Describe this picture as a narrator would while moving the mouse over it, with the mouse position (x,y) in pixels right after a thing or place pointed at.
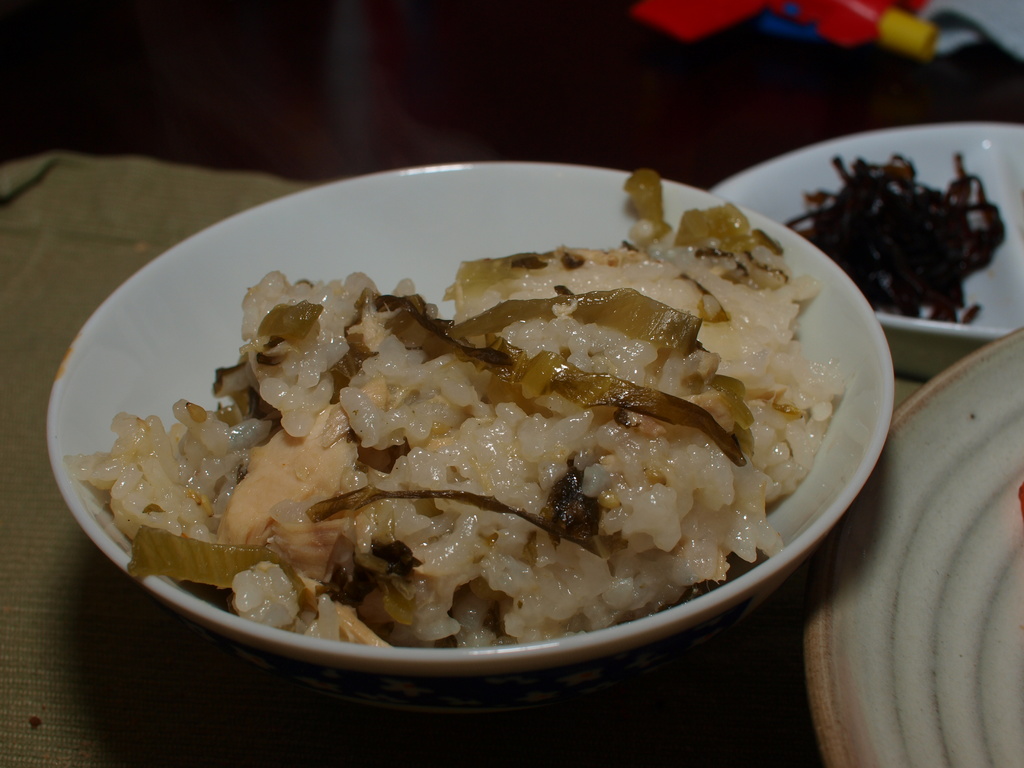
In this picture we can see some food items (572,266) in the bowls (816,175). We can see an object (835,563) on the right side (1003,359). There is a cloth (38,256) visible on a wooden surface (710,36). We can see some objects (900,30) in the background (919,14).
